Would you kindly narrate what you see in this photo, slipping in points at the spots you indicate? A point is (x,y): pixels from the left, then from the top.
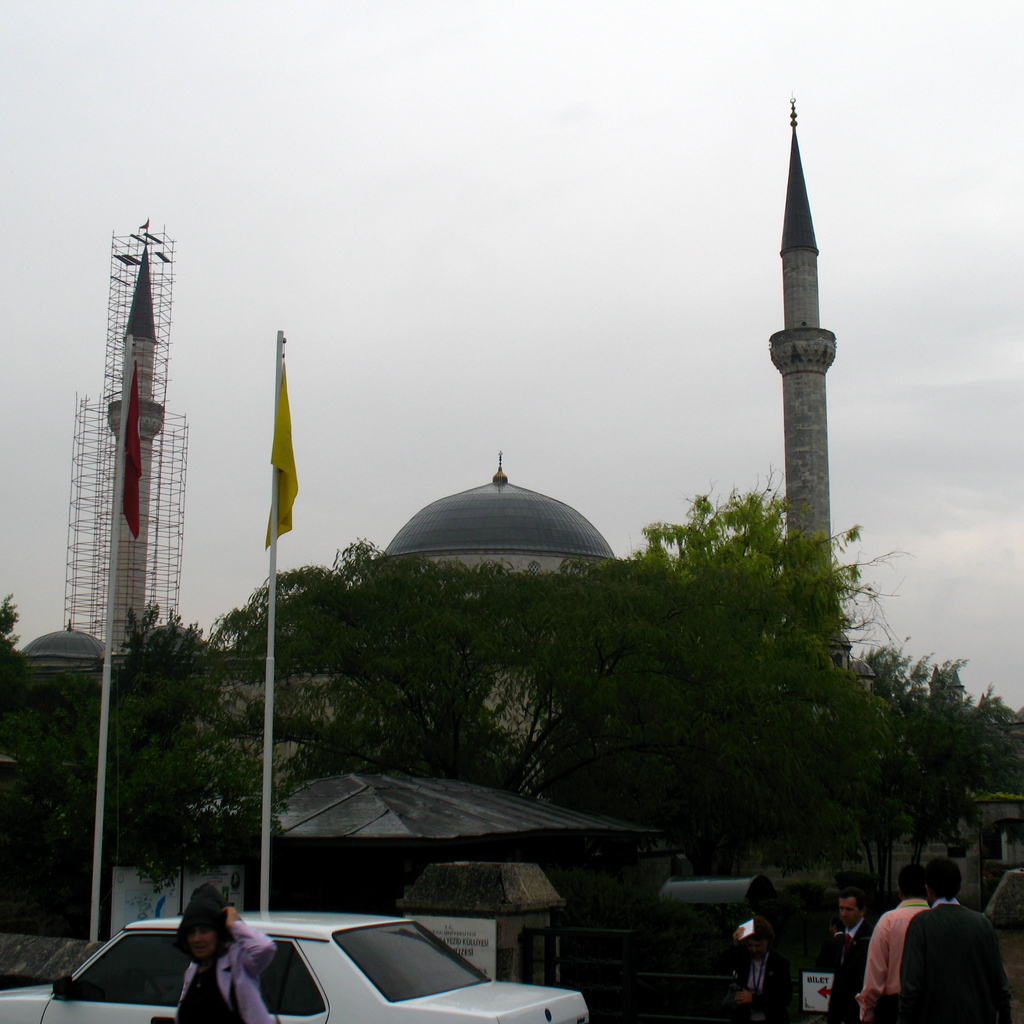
In this image we can see a white color car (507,1004) and these people (959,1011) are walking on the road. Here we can see flagpoles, trees (68,714), towers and the sky (490,168) in the background (496,399).
